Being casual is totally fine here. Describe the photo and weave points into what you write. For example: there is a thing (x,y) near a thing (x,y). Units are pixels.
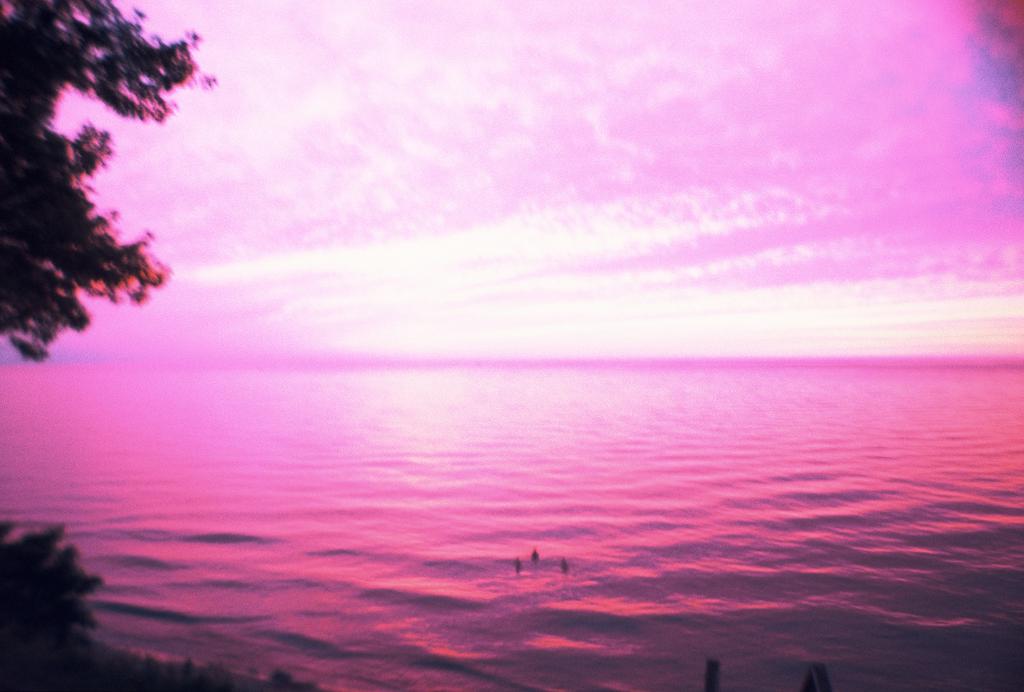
In this image there is an ocean (395,503) in the middle (550,429). On the left side (41,329) there are trees (44,297). This image looks in pink color.
